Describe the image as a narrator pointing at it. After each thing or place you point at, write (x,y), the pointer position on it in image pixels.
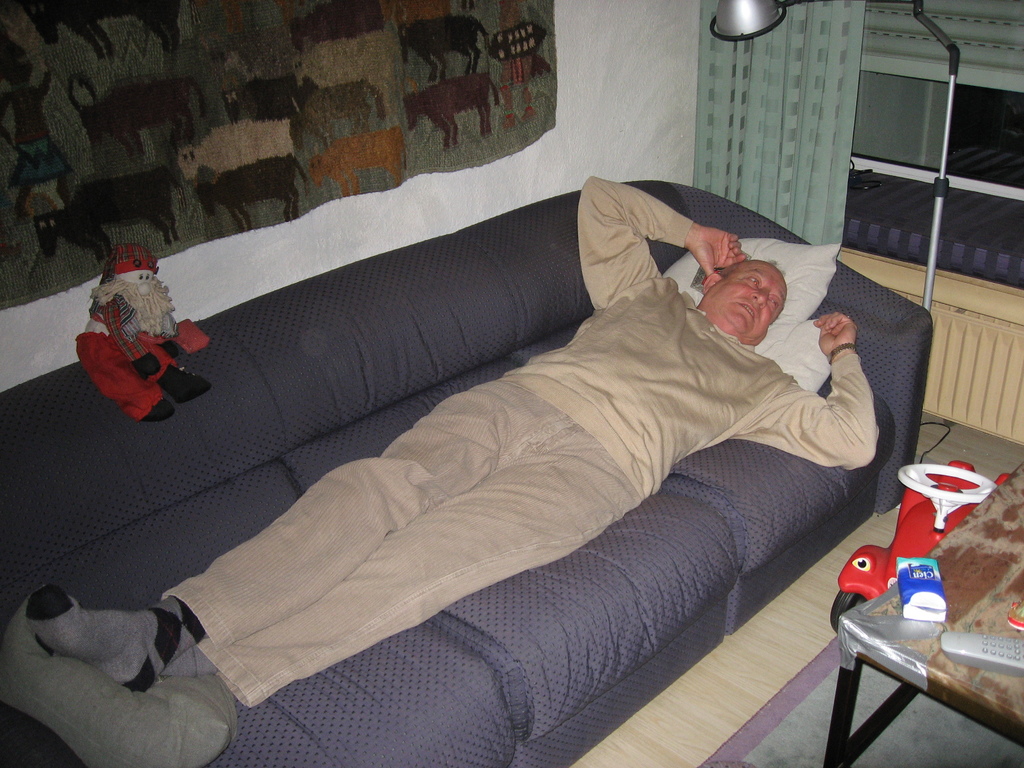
As we can see in the image there is a man (440,438) sleeping on sofa (554,287), a lamp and on the right side (991,591) there is a table (1011,633).
